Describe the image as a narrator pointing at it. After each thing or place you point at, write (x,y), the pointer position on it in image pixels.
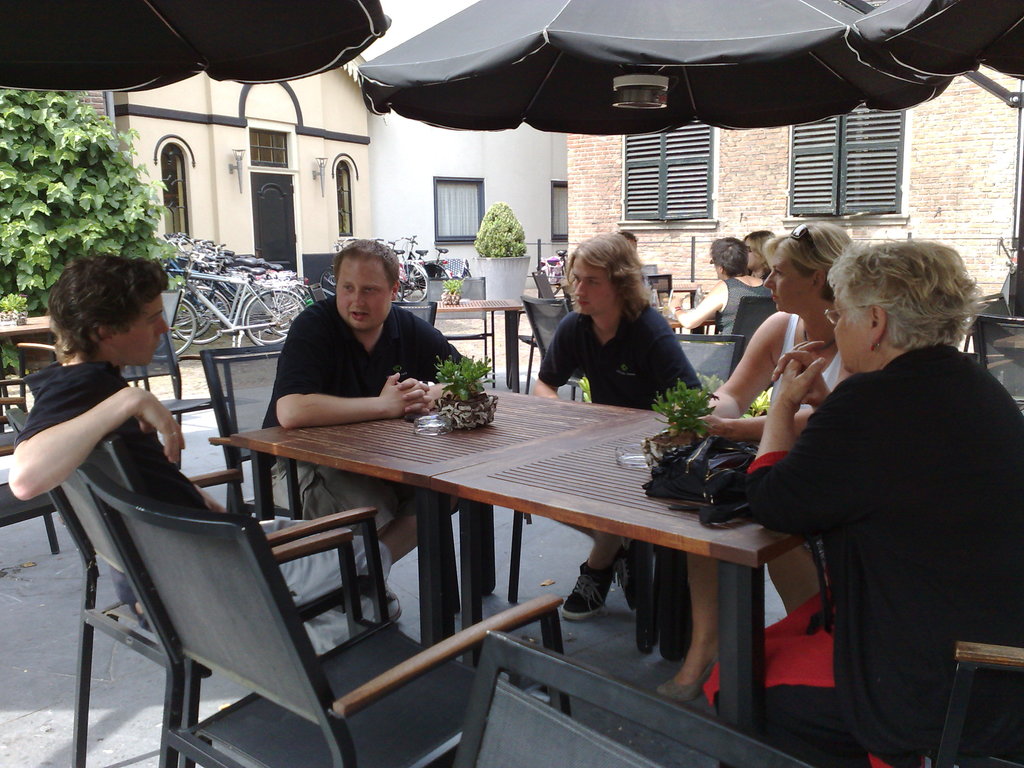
In this image, there is a table (543,482) in brown color, There are some chairs (364,630) which are black color, There are some people (896,567) sitting around the table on the chairs (302,620), In the top (786,66) there is shed (650,65) which is in black color, In the background (315,169) there is a wall (770,185) which is in cream color, And there are some window (708,181) which are in black color, There are some bicycles (250,284) and In the left side of the image (110,241) there is a green color plant (61,192).
